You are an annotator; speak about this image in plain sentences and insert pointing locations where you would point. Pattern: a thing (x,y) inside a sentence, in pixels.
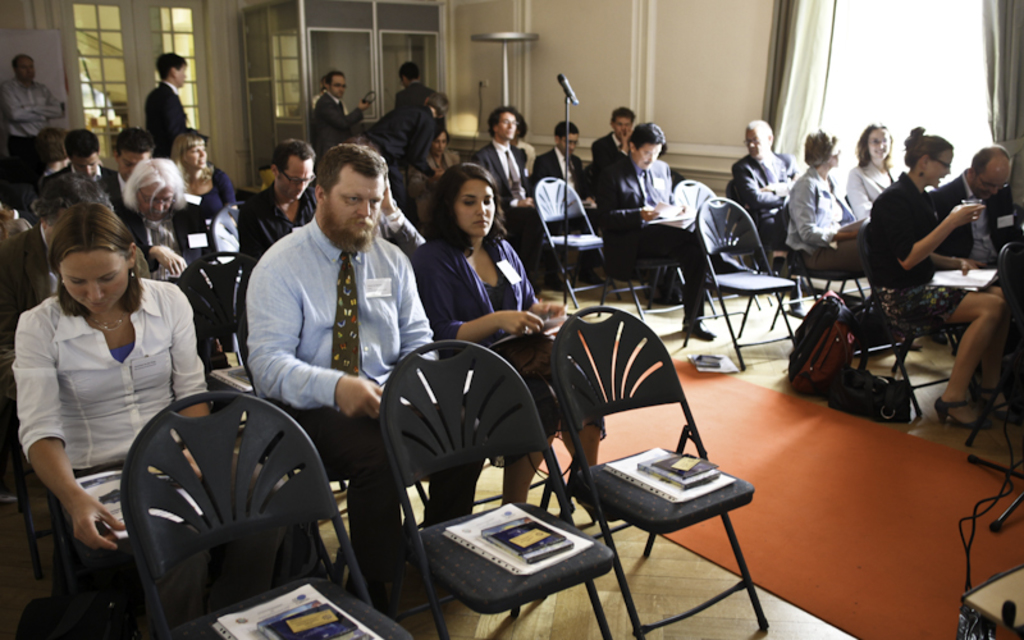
In this Image I see number of people (170,75) who are sitting on chairs (713,214) and few of them are standing. I can also see few books (696,471) on these chairs (686,425) and there is a mic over here. In the background (633,61) I see the wall (560,6), windows (173,17) and the curtains (1004,20) and I can also see few bags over here.
